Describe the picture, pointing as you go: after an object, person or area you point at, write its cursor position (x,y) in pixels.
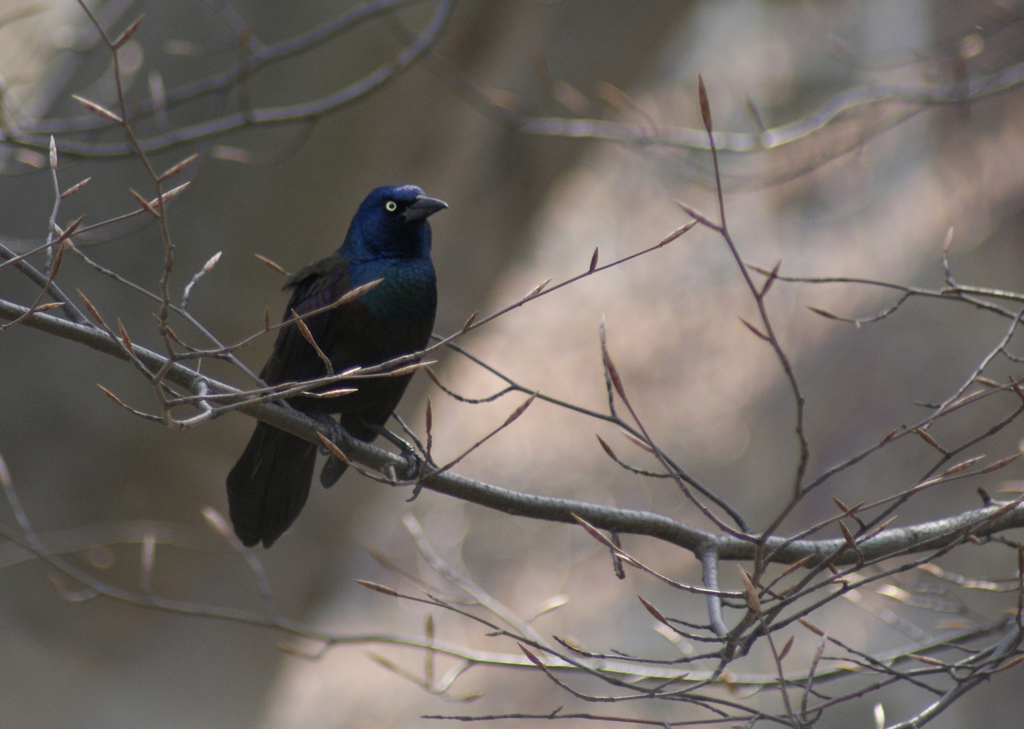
In this image we can see a bird (385,386) on the branch (427,470) of a tree (427,470) and the background (451,426) is blurred.
